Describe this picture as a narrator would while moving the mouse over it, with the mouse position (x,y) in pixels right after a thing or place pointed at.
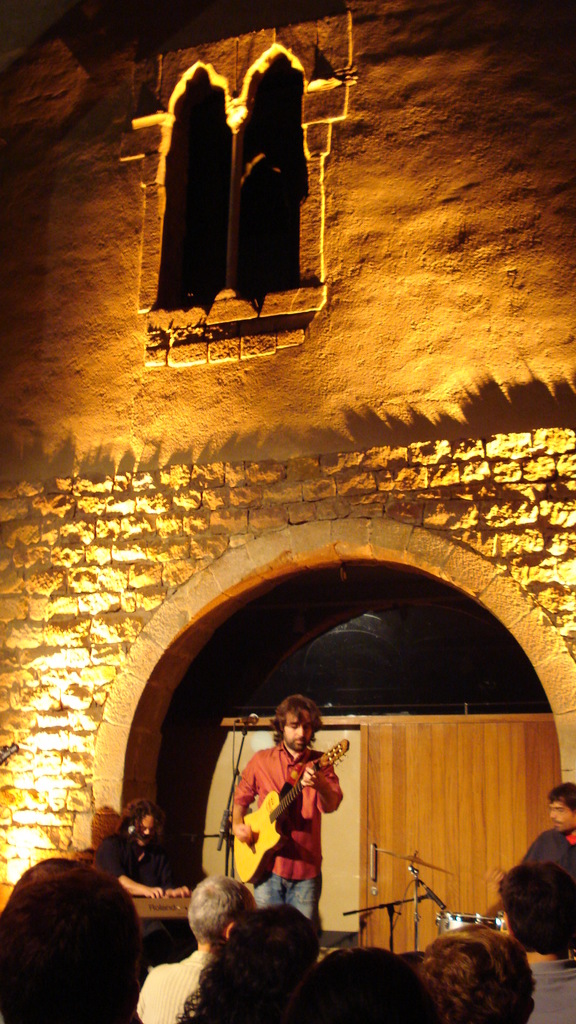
In this image I can see three people (295,853) are playing the musical instruments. In front of them there are group of people (185,986). In the background (215,487) there is a wall (367,379).
